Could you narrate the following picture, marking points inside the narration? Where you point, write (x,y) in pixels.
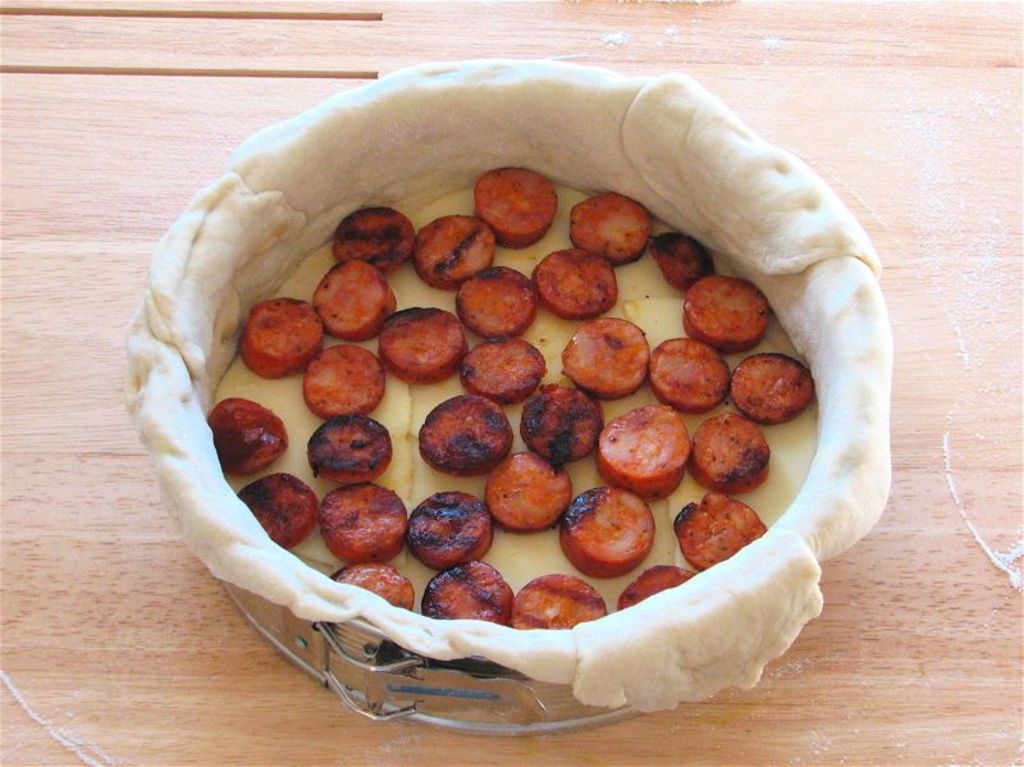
In this image we can see a food item (367,365) in a container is kept on a wooden surface (85,332).
